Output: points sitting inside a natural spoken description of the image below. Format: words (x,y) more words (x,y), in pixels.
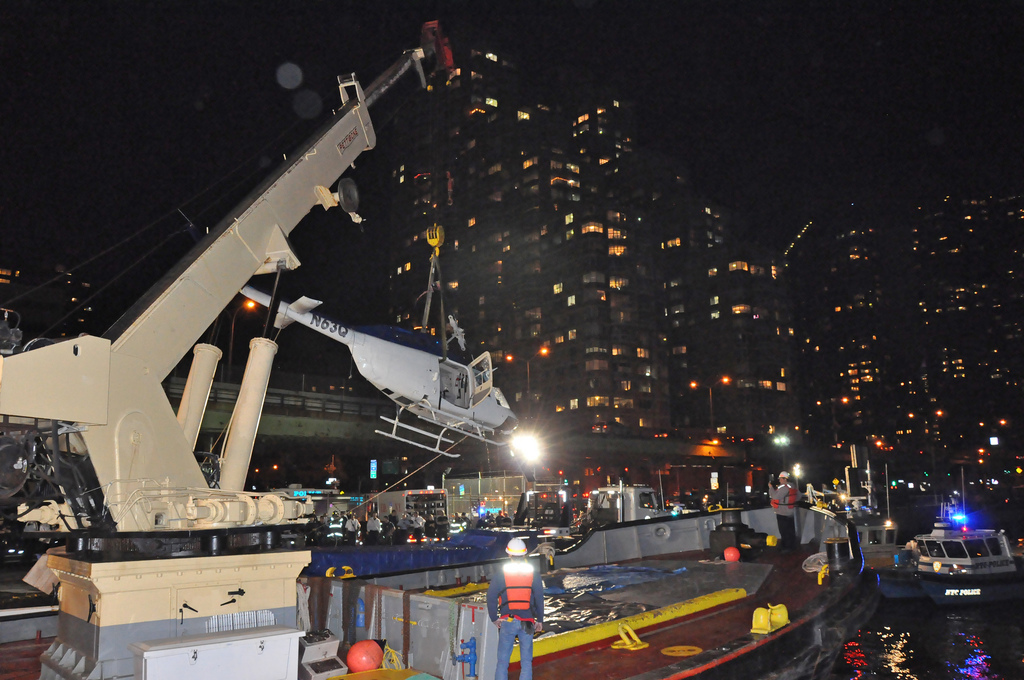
On the left side of the picture (250,272), we see the crane (269,266) lifting a helicopter (315,322). The man (516,566) in the blue shirt (494,593) and orange jacket (509,583) is standing. There are many people (399,531) standing in the background (453,525). Beside them, we see cars (559,496). There are many buildings (586,356) and street lights (780,440) in the background (807,422). In the right bottom of the picture (896,646), we see water (975,653). At the top of the picture (257,172), it is black in color. This picture is clicked in the dark.
